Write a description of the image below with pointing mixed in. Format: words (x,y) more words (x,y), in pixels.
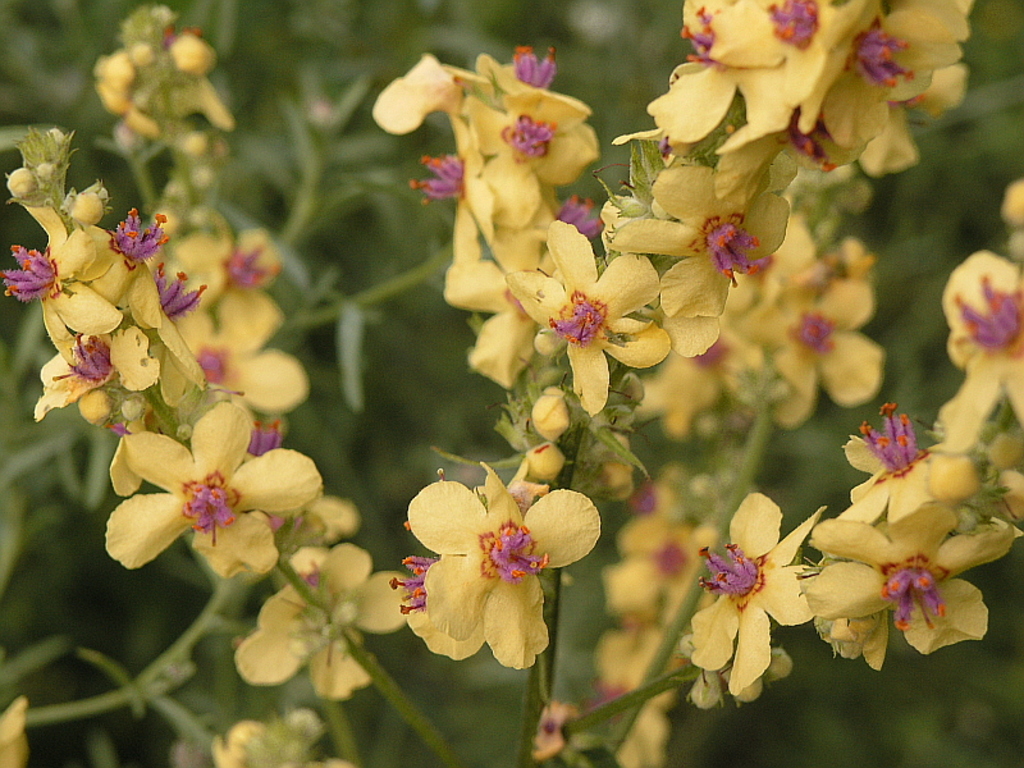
In this image in the foreground (465,483) there are some flowers (265,376), and in the background (375,351) there are plants (400,463).
